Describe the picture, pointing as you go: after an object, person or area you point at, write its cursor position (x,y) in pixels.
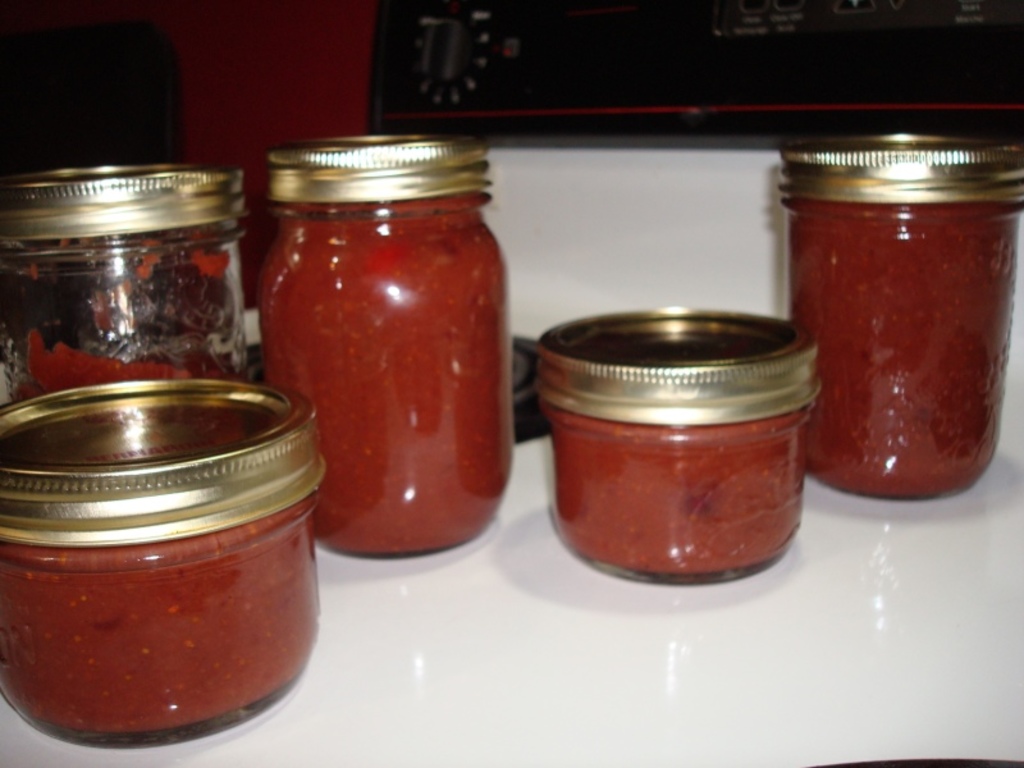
In this image, I can see the glass jars (220,311) with the lids (652,382), which contains the food items (350,480). These glass jars (461,410) are placed on a whiteboard (854,671). In the background (550,143), there is an object (491,73).
